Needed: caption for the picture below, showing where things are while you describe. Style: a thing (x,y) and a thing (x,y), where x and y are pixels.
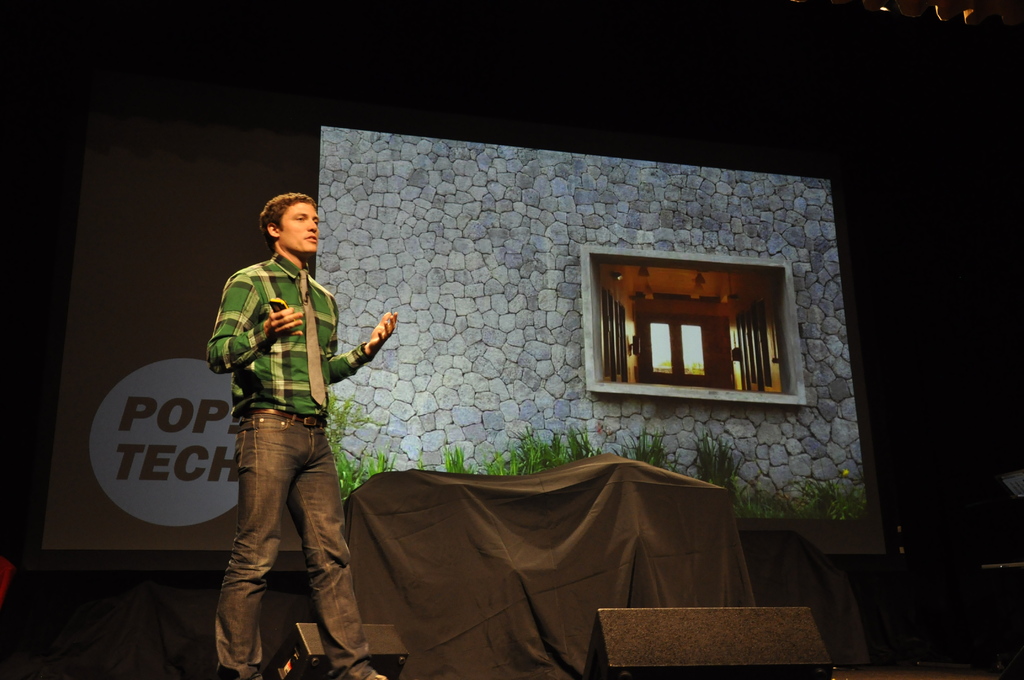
In this picture there is a man (251,564) who is wearing green shirt (306,361), jeans (286,437) and shoe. He is holding a mobile phone (283,299). He is standing near to the speakers (375,643), besides him we can see black cloth (584,536) and plants (807,500). On the background (642,422) we can see a projector screen (544,399). In the projector screen (582,385) we can see wall (609,401), window (655,368) and doors (647,368).
